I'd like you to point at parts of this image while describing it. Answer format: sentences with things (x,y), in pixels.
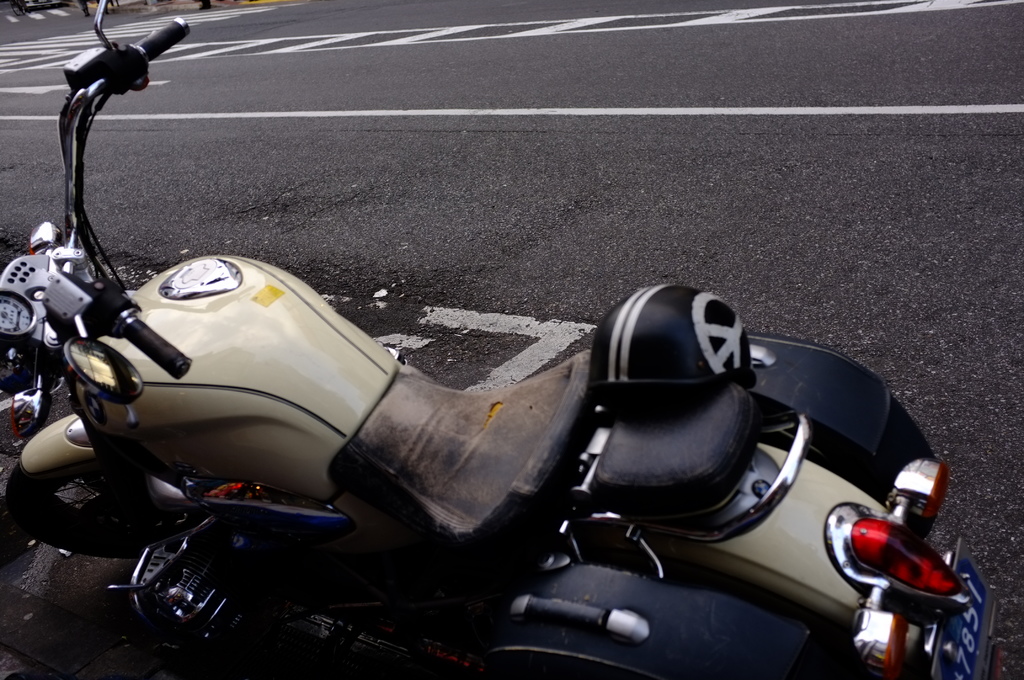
In this image there is a bike (403,424) in the bottom of this image (361,477) and there is a road (565,170) on the top of this image (471,165).
